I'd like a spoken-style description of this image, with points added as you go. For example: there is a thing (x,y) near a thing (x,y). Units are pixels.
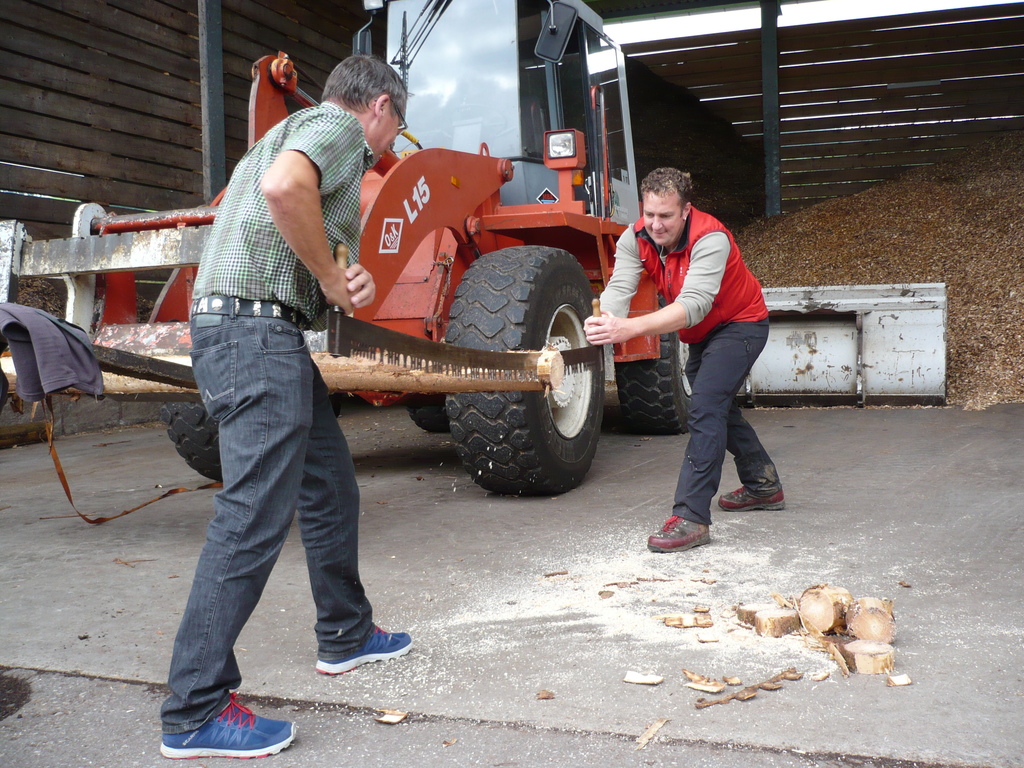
In the center of the image (346,298) we can see two persons (682,301) are standing and they are holding one object (428,342). With that object (421,368), they both are cutting the wood (546,370). And on the right side (775,615), we can see woods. In the background (67,164) there is a wooden wall (25,134), one vehicle (547,191) and wooden particles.
